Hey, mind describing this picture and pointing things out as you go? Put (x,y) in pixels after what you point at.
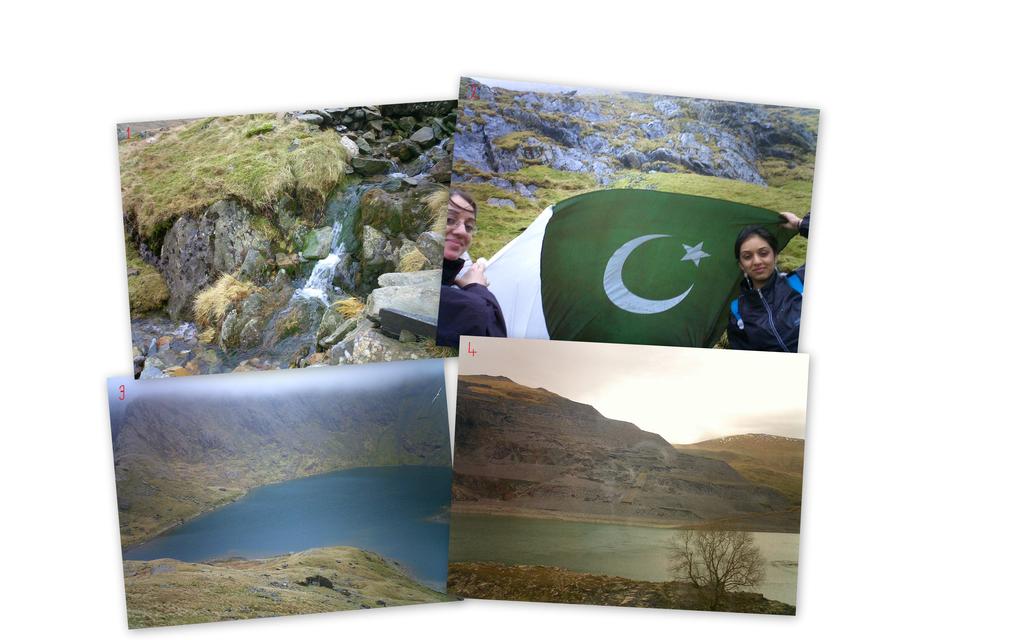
In this image we can see a collage picture. In the collage picture there are waterfall (360,189), stones (407,201), rocks (692,167), woman (768,268) holding a flag (681,272), hills (355,418), lakes (380,527) and trees (682,539).
